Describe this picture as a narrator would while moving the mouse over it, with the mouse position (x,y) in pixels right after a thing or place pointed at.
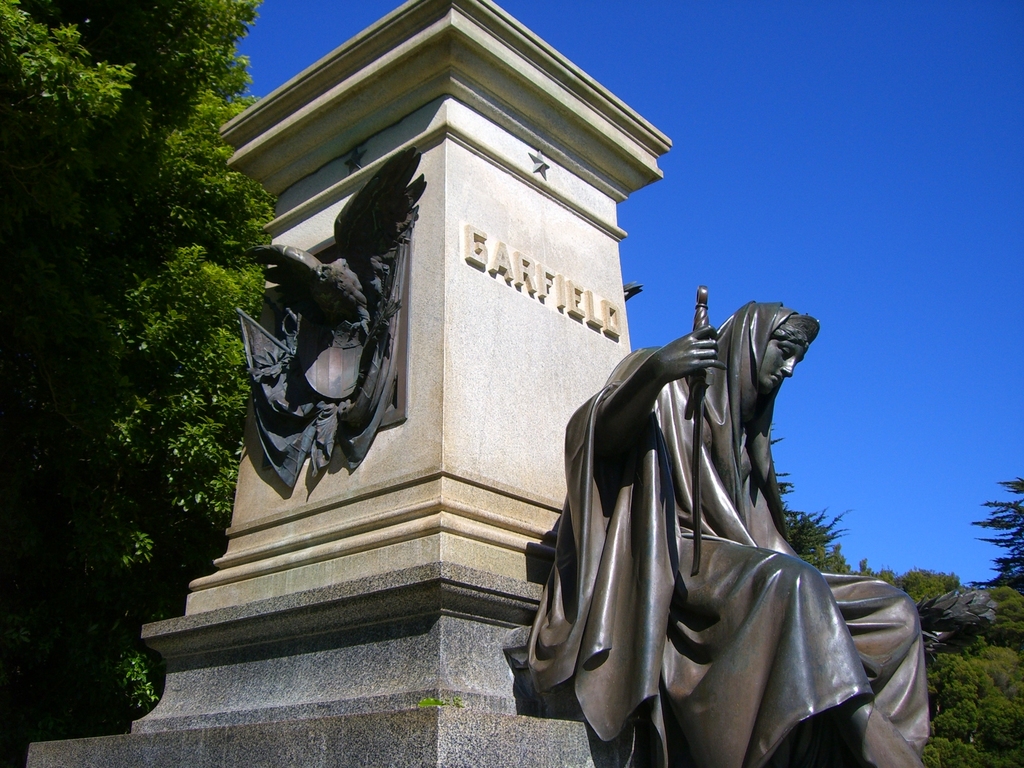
In this picture we can see statues (618,416), trees (134,224), name (512,280) on the wall (514,300) and in the background (800,240) we can see the sky (824,273).
